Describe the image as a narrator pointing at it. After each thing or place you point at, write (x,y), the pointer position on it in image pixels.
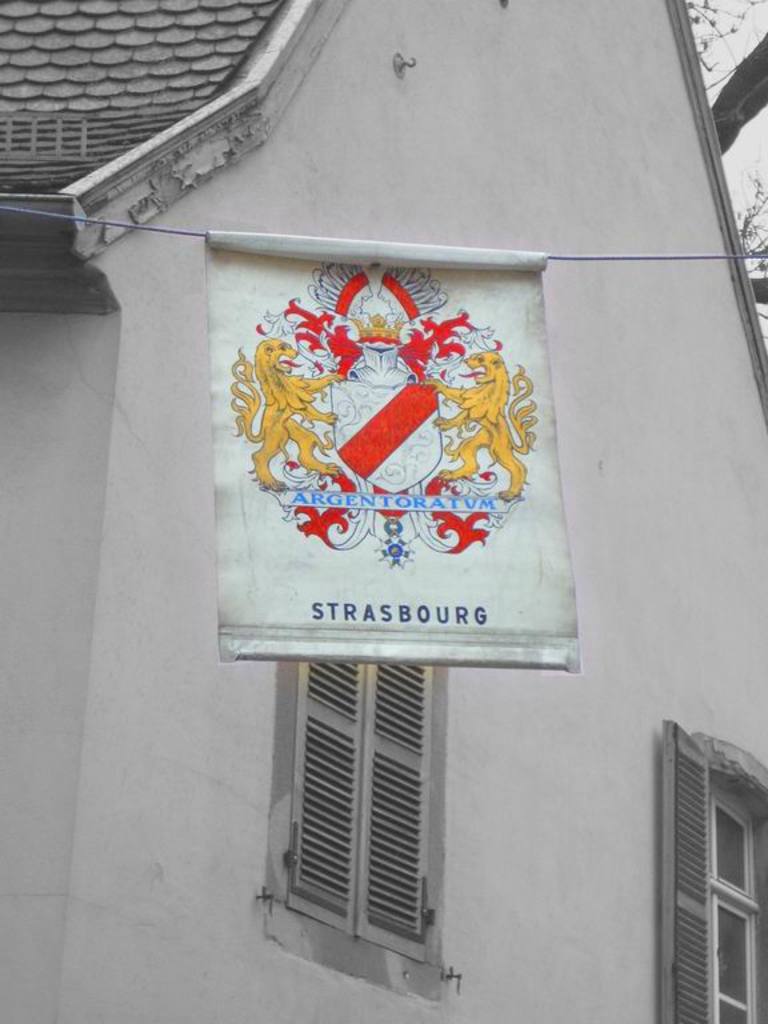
In front of the image there is a rope (695,259) with a flag (287,537). On the flag (436,398) there is a logo (412,500) and text (458,622) on it. Behind the flag (356,562) there is a house (227,148) with a roof (127,74), wall (204,726) and also there are two windows (324,858).
